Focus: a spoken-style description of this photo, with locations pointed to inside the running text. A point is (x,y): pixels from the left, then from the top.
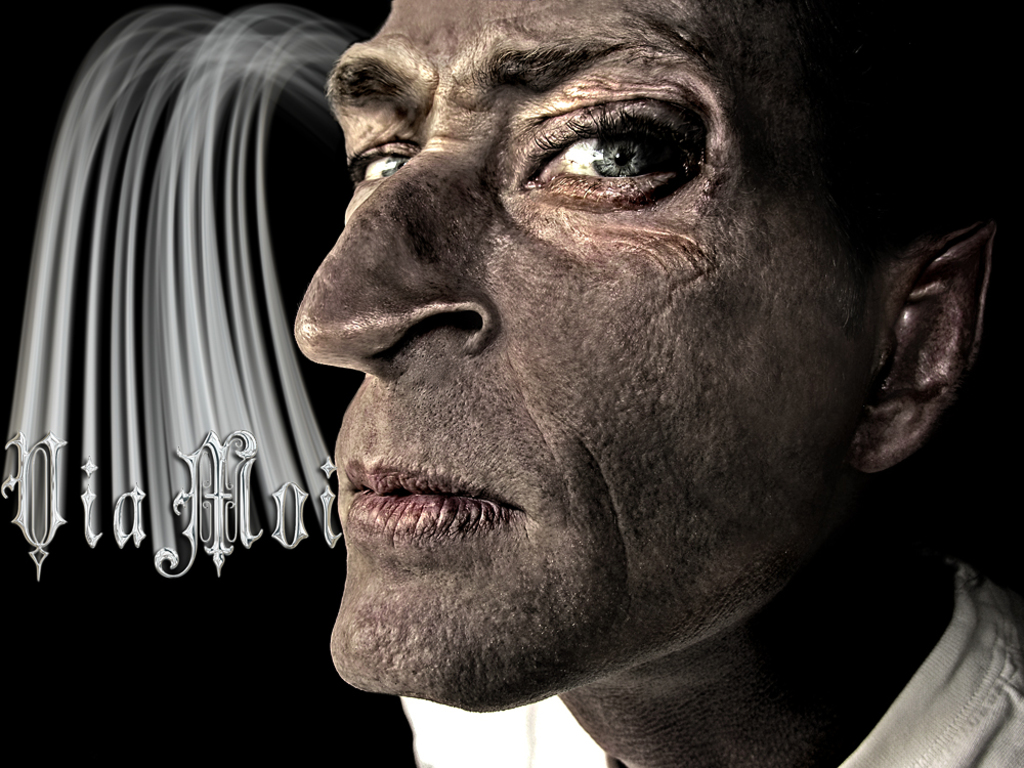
In this image we can see a poster (413,318), on the poster (463,321), we can see a person (418,736) and some text (215,488), also we can see the background (275,104) is dark.
